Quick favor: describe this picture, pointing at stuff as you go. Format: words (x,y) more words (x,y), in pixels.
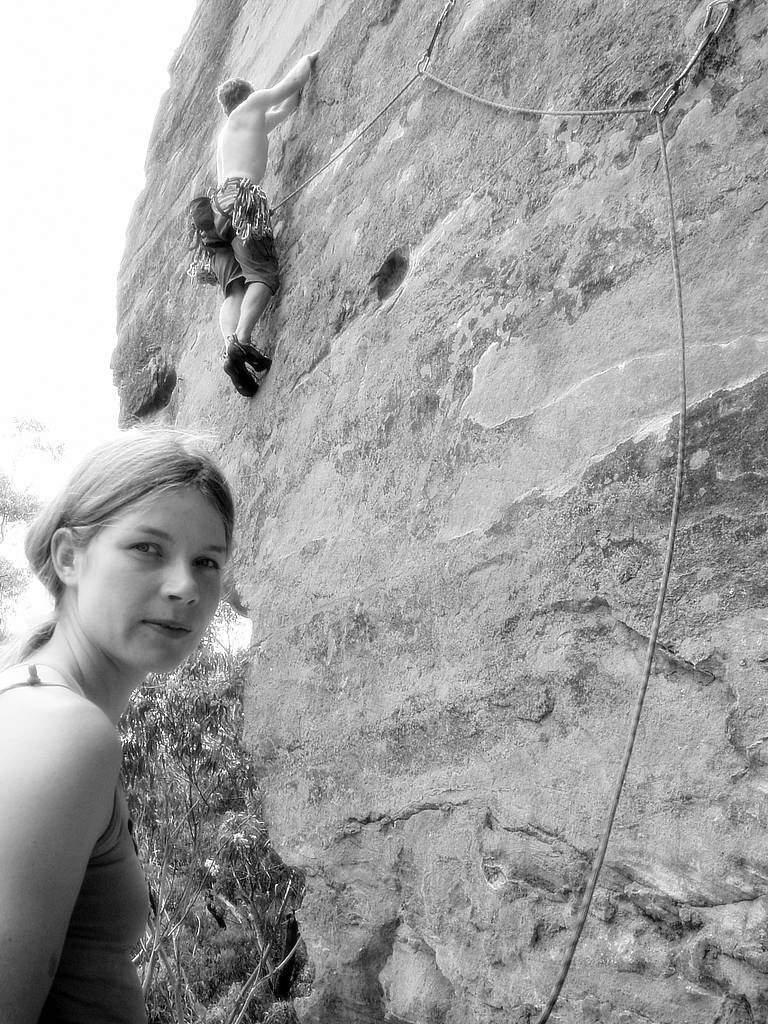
This image consists of two persons (131,996). At the top (274,277), the man (262,166) is climbing the wall (335,410). In the background (197,699), there are trees (204,711). On the right (582,456), there is a rock (539,412). At the top (19,73), there is sky (8,74).
